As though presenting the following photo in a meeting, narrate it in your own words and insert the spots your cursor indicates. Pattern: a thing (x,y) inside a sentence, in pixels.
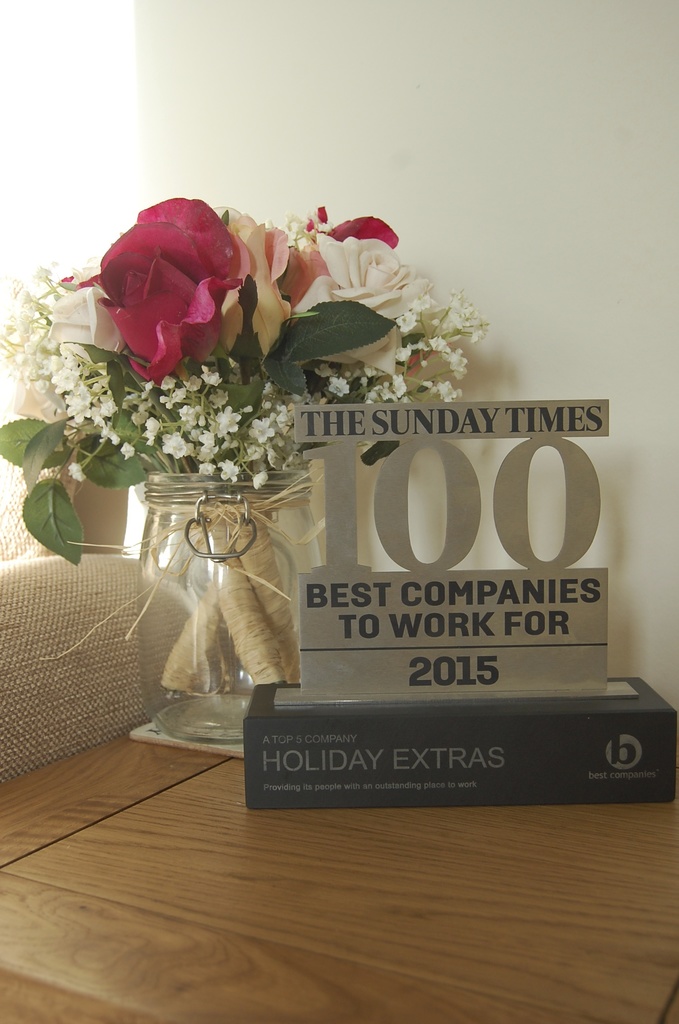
In the picture we can find a table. On the table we can find a award (356,660) and jar (252,520) with flowers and leaves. In the background (594,160) we can find a white wall (424,556).
